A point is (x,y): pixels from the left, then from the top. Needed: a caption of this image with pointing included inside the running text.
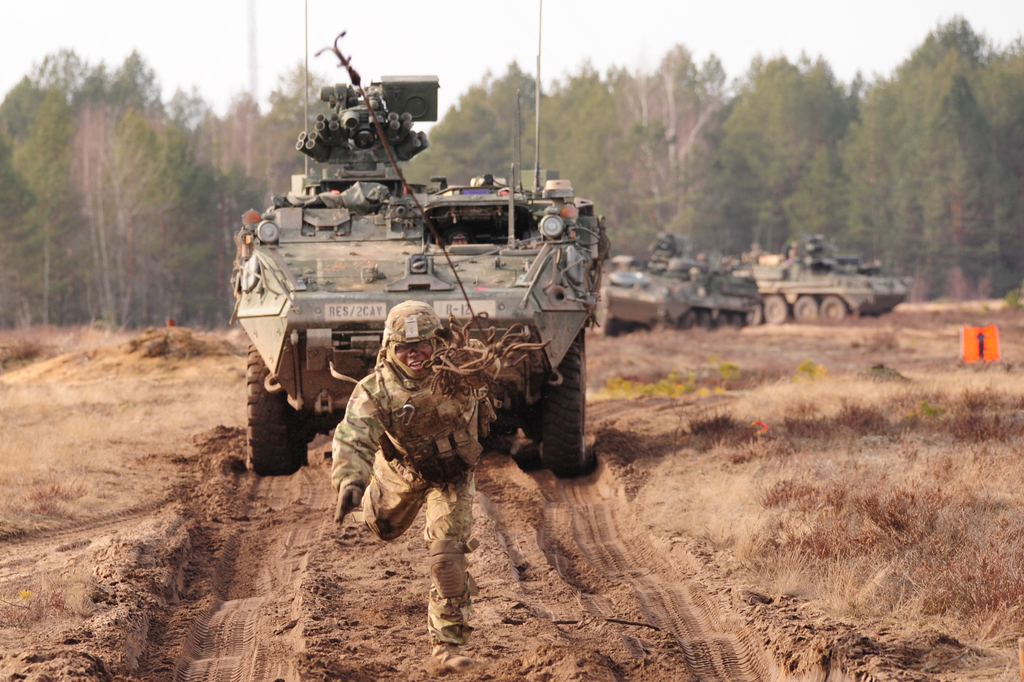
This image consists of a man (394,392) running. Behind him there is a military vehicle (420,275). At the bottom (880,604), there is a ground (790,617). In the background (595,99), there are many trees (777,213).
